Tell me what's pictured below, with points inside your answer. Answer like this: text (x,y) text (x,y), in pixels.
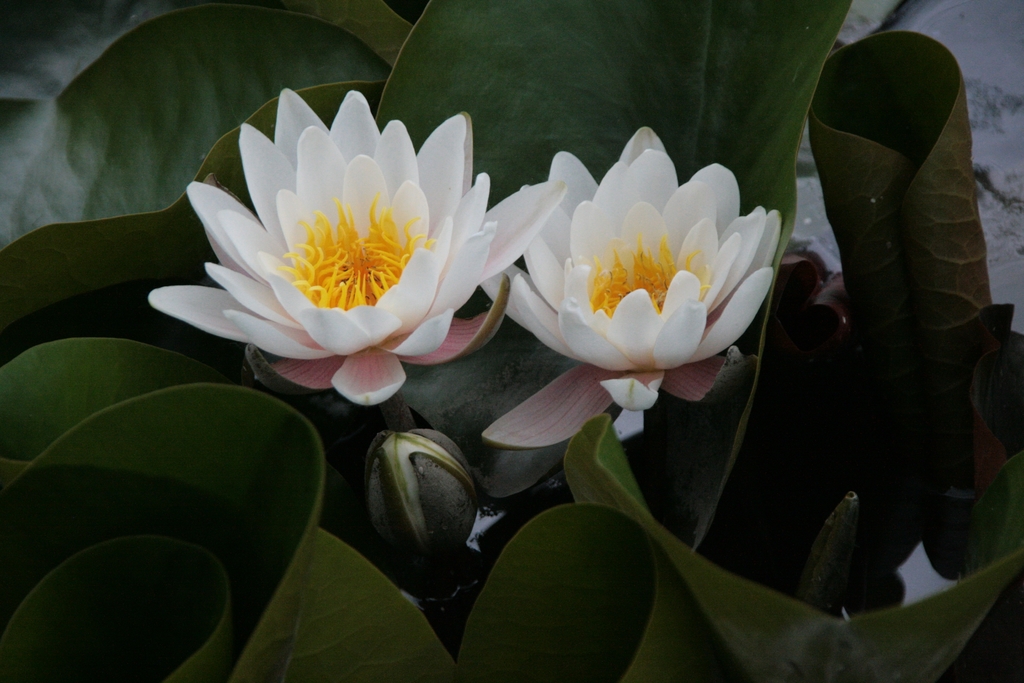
In this image I can see the flowers (343,347) to the plants (321,536). I can see these flowers (463,341) are in white and yellow color.
